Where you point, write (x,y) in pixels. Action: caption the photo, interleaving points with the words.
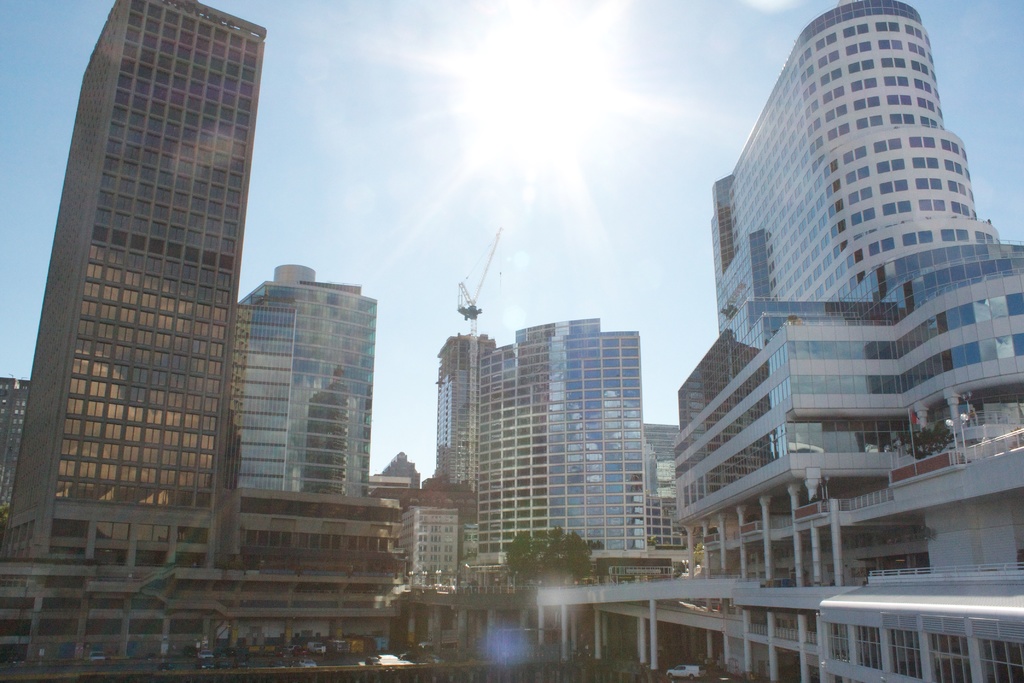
In this picture we can see buildings (557,528), vehicles (206,653) on the road (134,666), trees (542,572) and in the background (310,220) we can see the sky (606,123).
